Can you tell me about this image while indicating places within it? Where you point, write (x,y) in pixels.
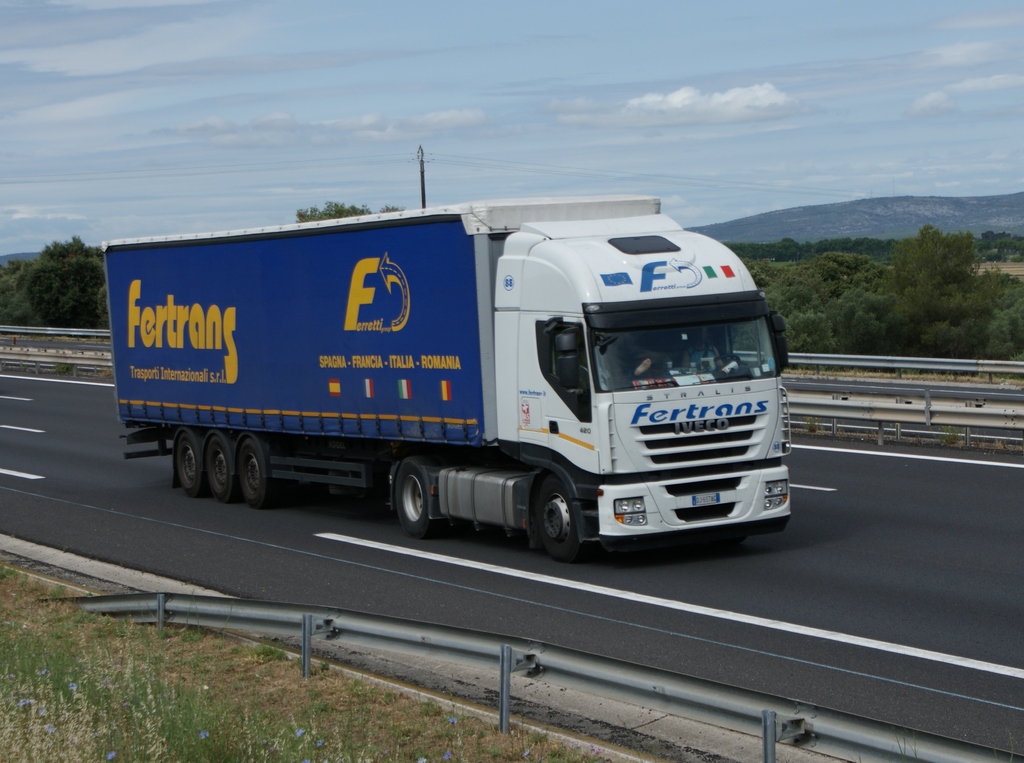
In this image we can see a vehicle (546,511) on the road (963,725). Here we can see railing (958,419), grass (186,678), trees (1012,356), pole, and mountain (745,230). In the background (554,123) there is sky (788,138) with clouds (948,97).
